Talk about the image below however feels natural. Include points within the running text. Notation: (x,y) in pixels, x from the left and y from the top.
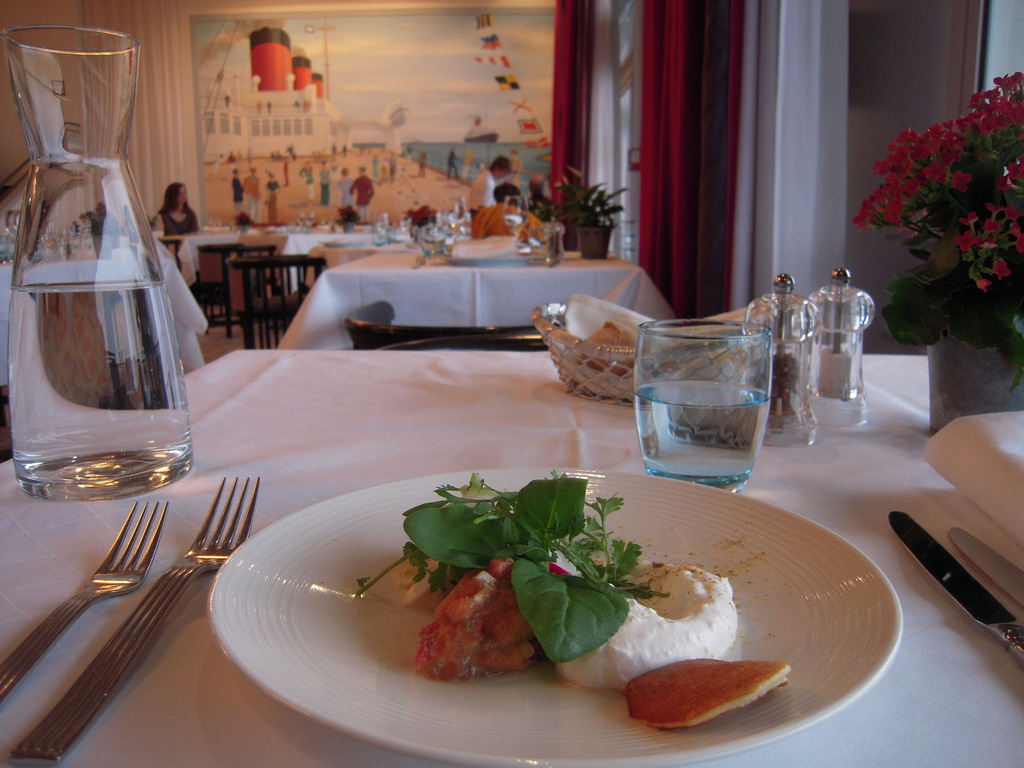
In this picture this a table (288,448) with water jar (145,376), water glass (650,397) and plate (410,720) with food (576,537).
